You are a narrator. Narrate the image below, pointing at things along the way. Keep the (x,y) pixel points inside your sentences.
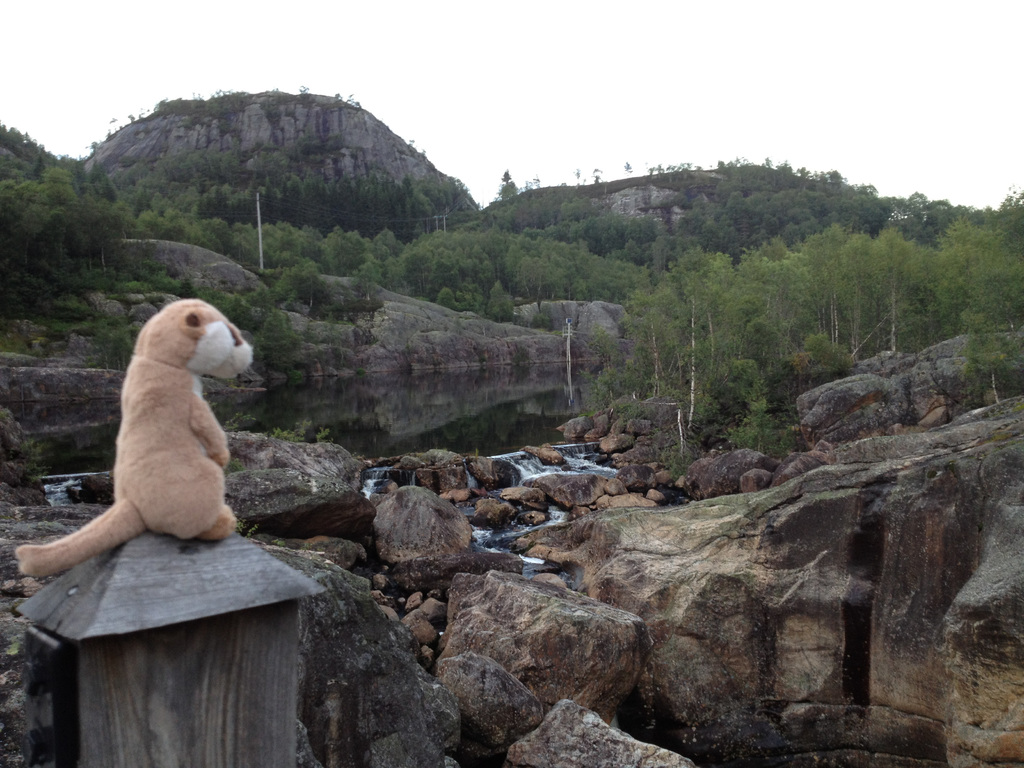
In the bottom left corner of the image (126,564) we can see a wooden object (200,545), on the wooden object (200,545) we can see a doll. In the middle of the image (458,272) we can see some stones (201,271), water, trees (243,228), hills (281,132) and poles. At the top of the image (91,14) we can see the sky (127,59).
